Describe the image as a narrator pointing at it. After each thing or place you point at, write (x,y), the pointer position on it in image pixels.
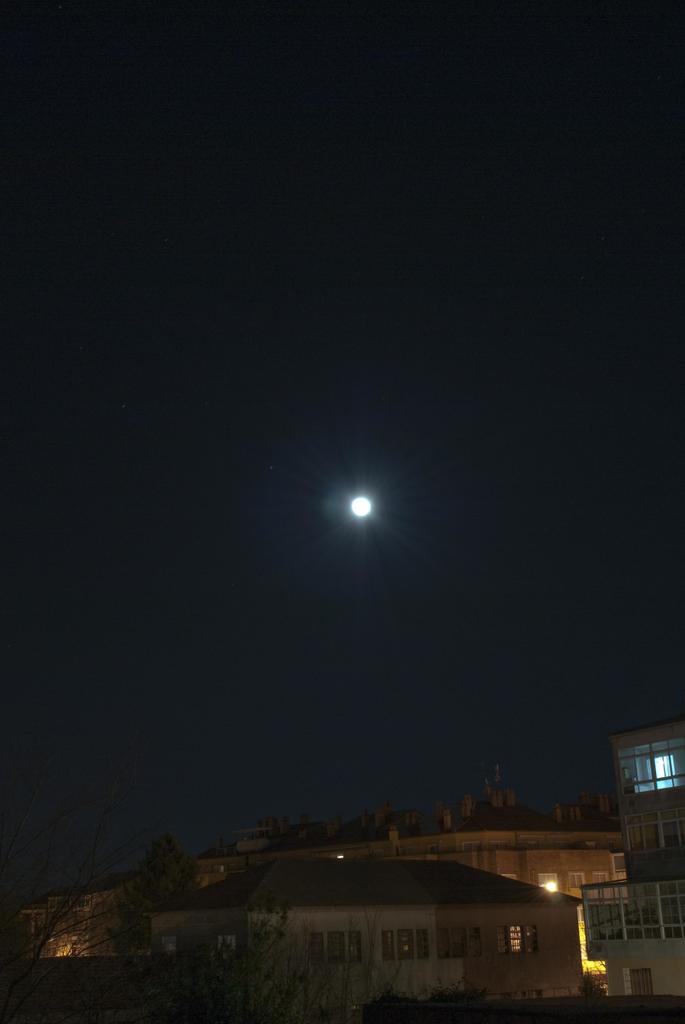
In this image we can see buildings (528,909) and trees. In the middle of the image (357,511) moon (368,505) is present.
